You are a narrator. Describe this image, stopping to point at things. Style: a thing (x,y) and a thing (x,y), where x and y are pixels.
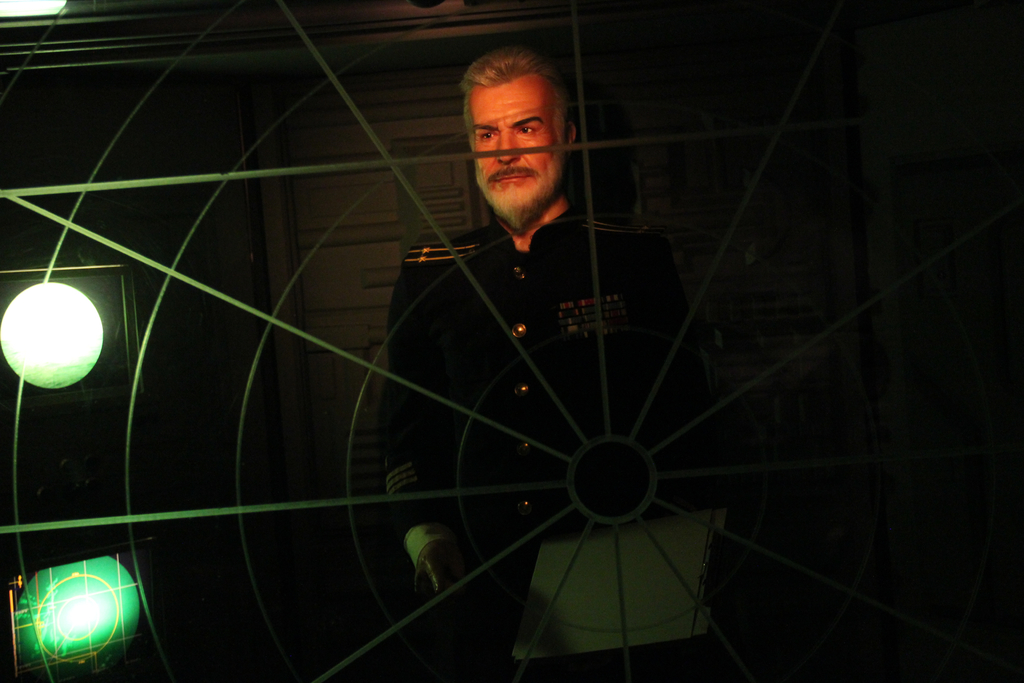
In this image, we can see wheel (545,446). Through the wheel (562,466) we can see a person (624,508) standing. In the background (249,219), we can see the wall (263,216), lights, some objects (532,631) and dark view (1006,498).
